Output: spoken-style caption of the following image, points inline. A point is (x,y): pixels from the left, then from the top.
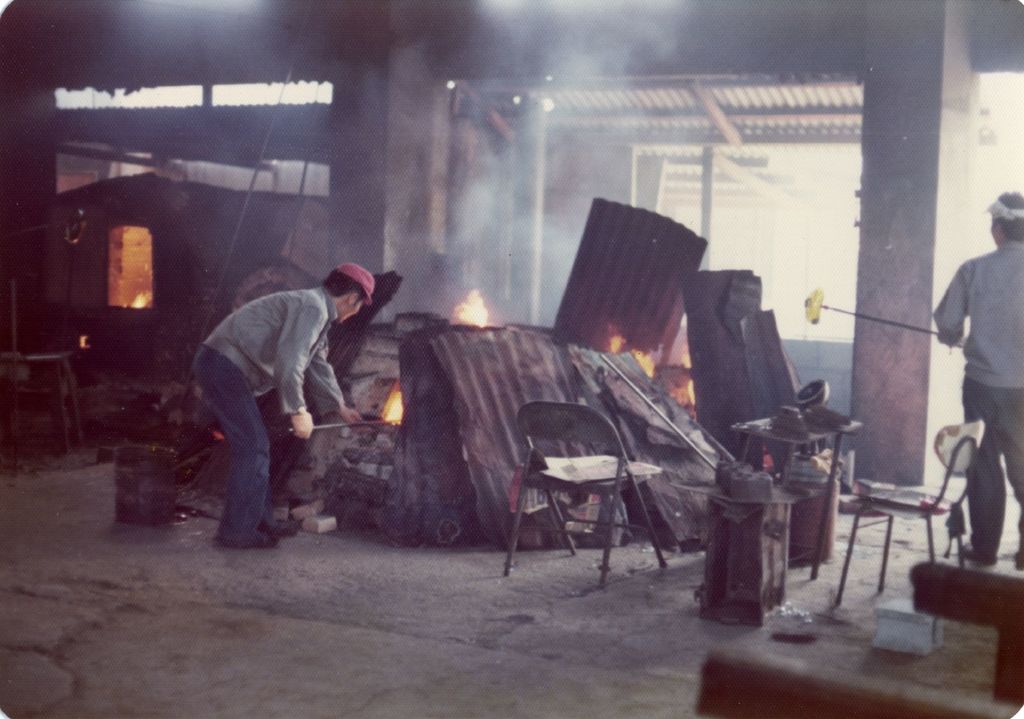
In this image in the center (608,463) there are empty chairs (622,450) and there are metal sheets (581,372) and there are persons (1002,329) standing and holding sticks (363,425) in their hands (304,430). In the background (377,190) there are tents (745,136) and there are pillars (908,251) and there are fireplaces (131,277) and there are objects (157,465) on the ground (989,646). In the front (923,624) on the right side (927,640) there are objects (906,637) which are white in colour which are on the ground (861,634).
